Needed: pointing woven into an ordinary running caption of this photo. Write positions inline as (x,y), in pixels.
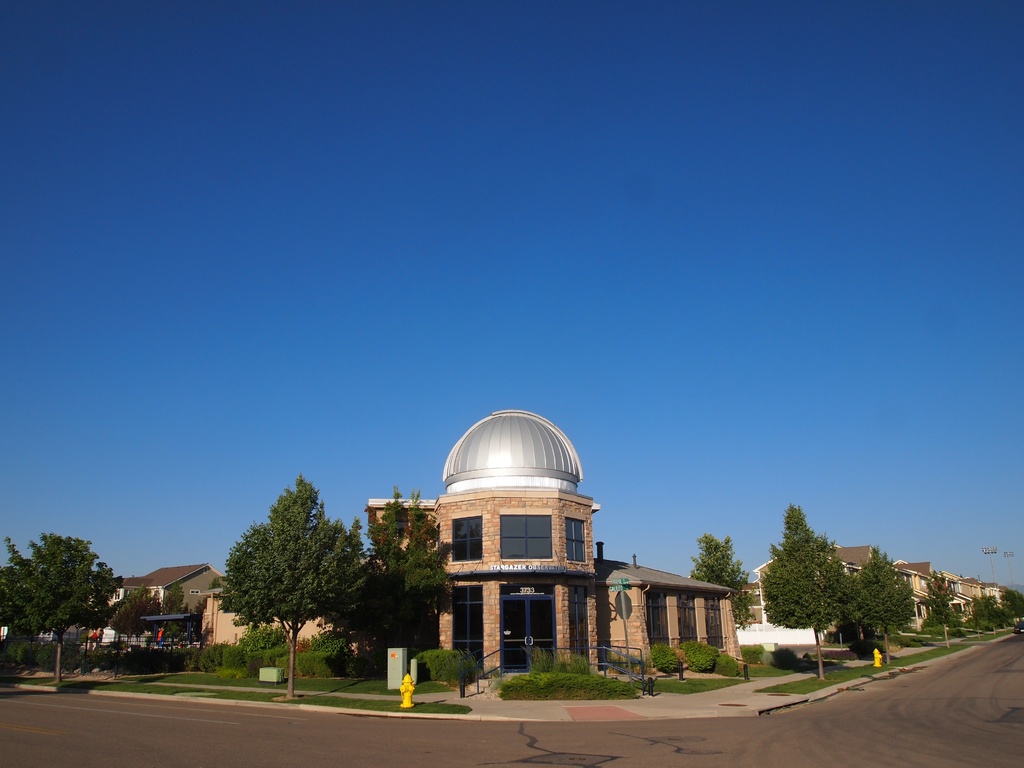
At the bottom of this image (666,759), there is a manhole (589,759) attached to the road (767,730). In the background (1000,596), there are poles (463,680), trees (2,603) and grass (914,660) on the footpath (756,693), there are buildings (553,546), trees (820,561) and plants (666,642) on the ground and there is a blue sky (283,379).
